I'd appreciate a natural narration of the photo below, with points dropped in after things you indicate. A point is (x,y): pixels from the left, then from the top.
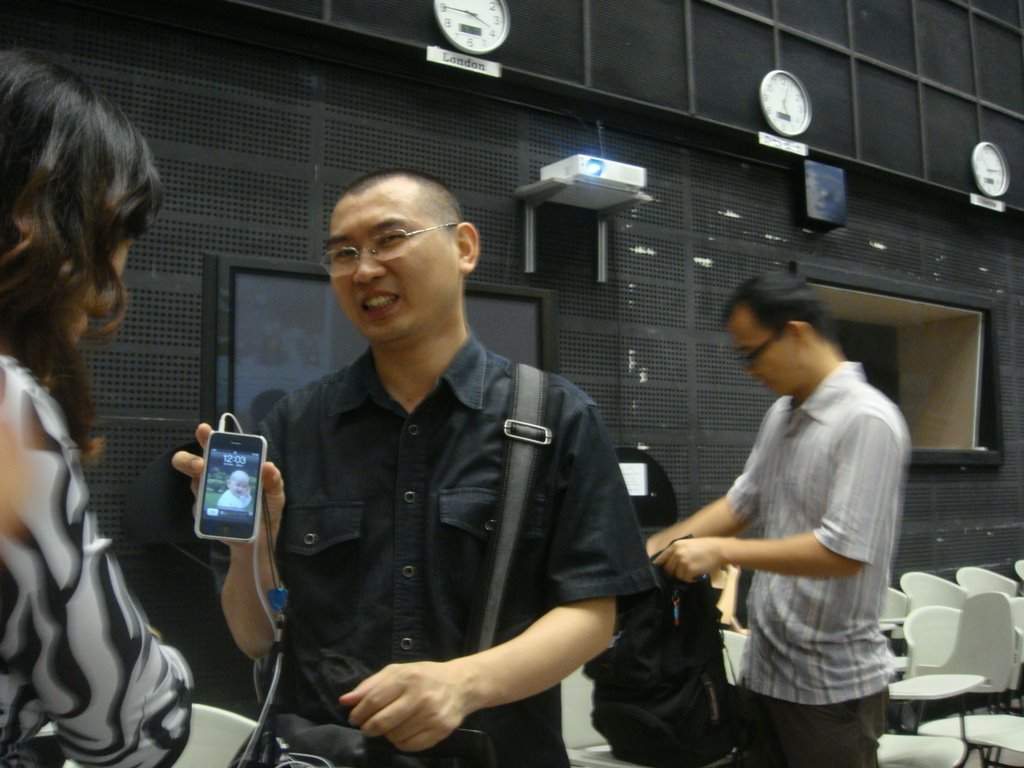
There is a man (417,459) in black color shirt (421,519), laughing and showing screen (242,497) of the mobile (242,497) to the women (122,293). She is in front of him. In the background (820,631), a man (825,317) standing, a projector (633,168), three clocks (790,106) on the wall (900,25), a window (928,386), group of chairs (961,707) and some other items (166,483).
